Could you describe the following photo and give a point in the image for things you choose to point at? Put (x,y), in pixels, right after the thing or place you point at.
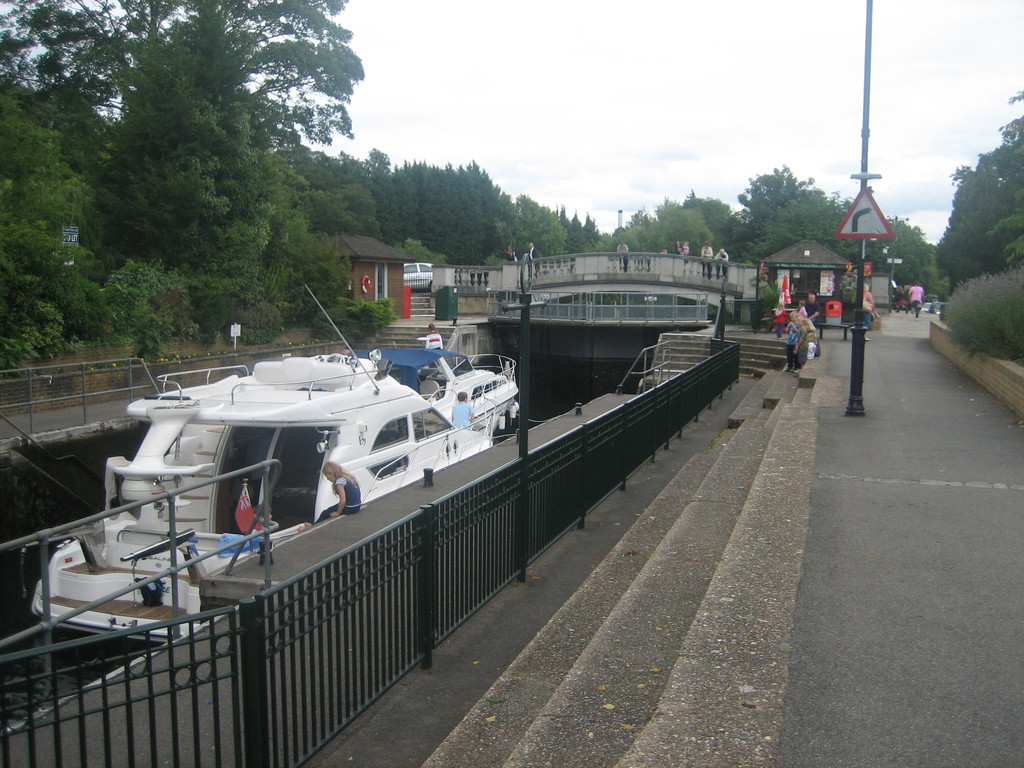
In the image there is a road (853,484) and beside the road (844,722) there is a river (22,675), a boat (330,450) is sailing on the water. There is a bridge (646,287) across the river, there are some people (683,248) standing on the bridge (651,273) and around the road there are many trees (326,269).
